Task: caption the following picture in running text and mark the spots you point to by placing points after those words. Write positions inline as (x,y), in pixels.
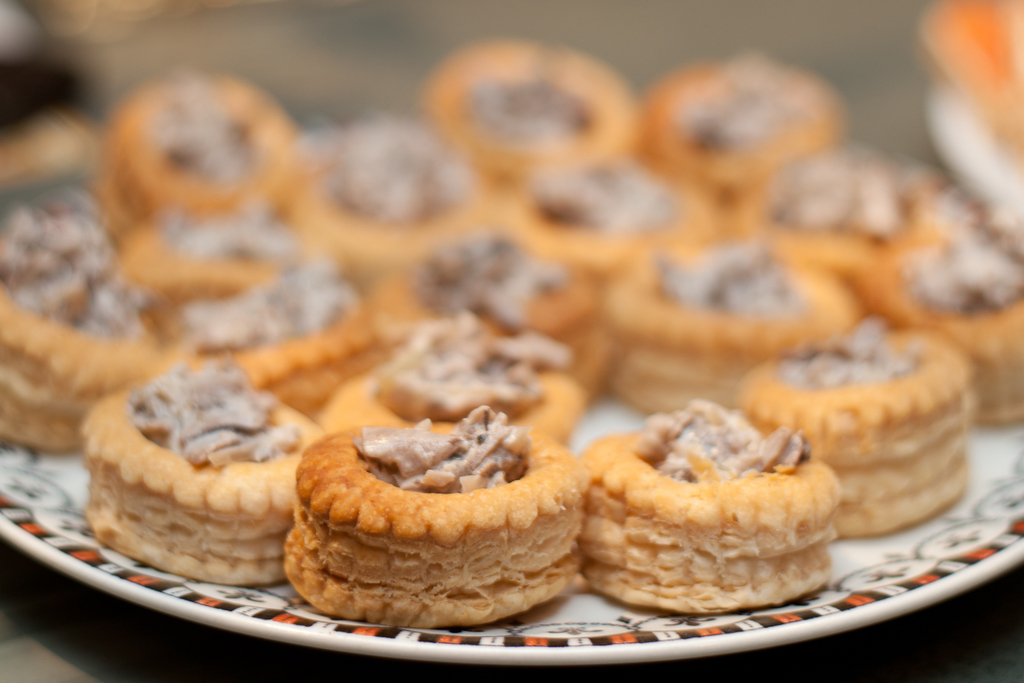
In this image we can see some food items (472,407) on the plate (595,602), and the background (34,117) is blurred.
